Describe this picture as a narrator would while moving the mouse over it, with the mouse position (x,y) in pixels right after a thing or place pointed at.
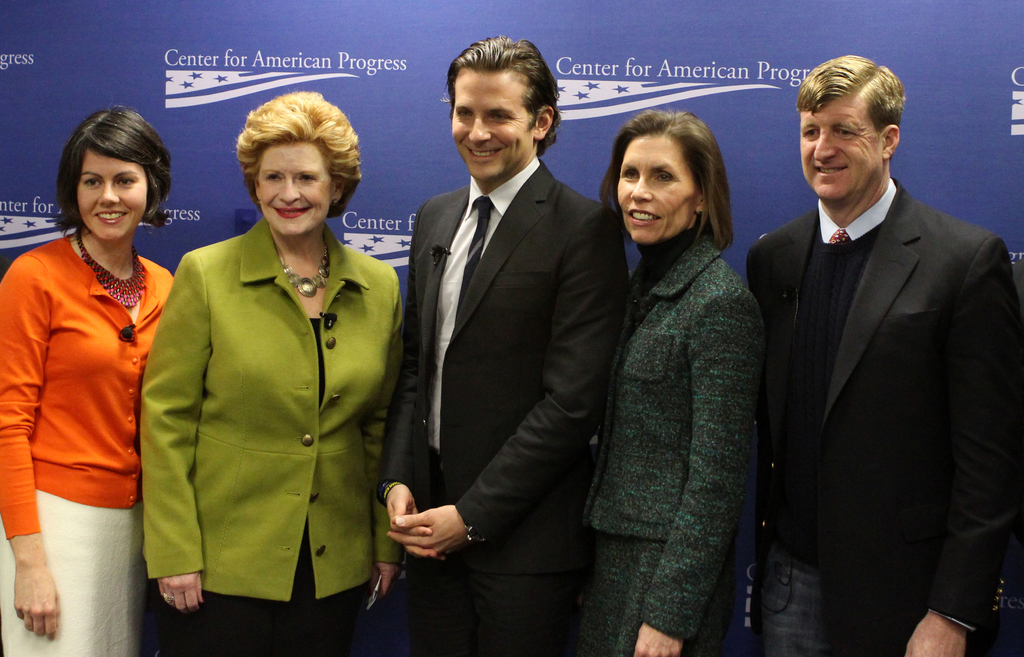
In the foreground of this image (109,519), there are five people (417,462) standing wearing jackets (508,384) and coats (844,360). In the background (374,47), there is a banner wall (261,46).
